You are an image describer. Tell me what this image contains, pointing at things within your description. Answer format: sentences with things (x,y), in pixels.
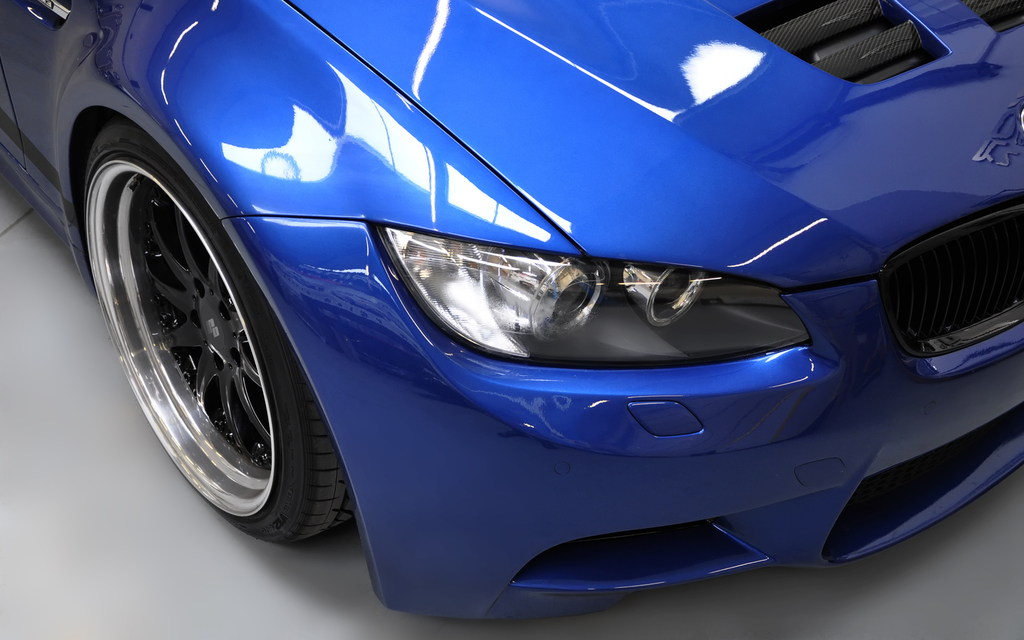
In this image in front (816,392) there is a blue car (324,304) on the floor (145,514).
